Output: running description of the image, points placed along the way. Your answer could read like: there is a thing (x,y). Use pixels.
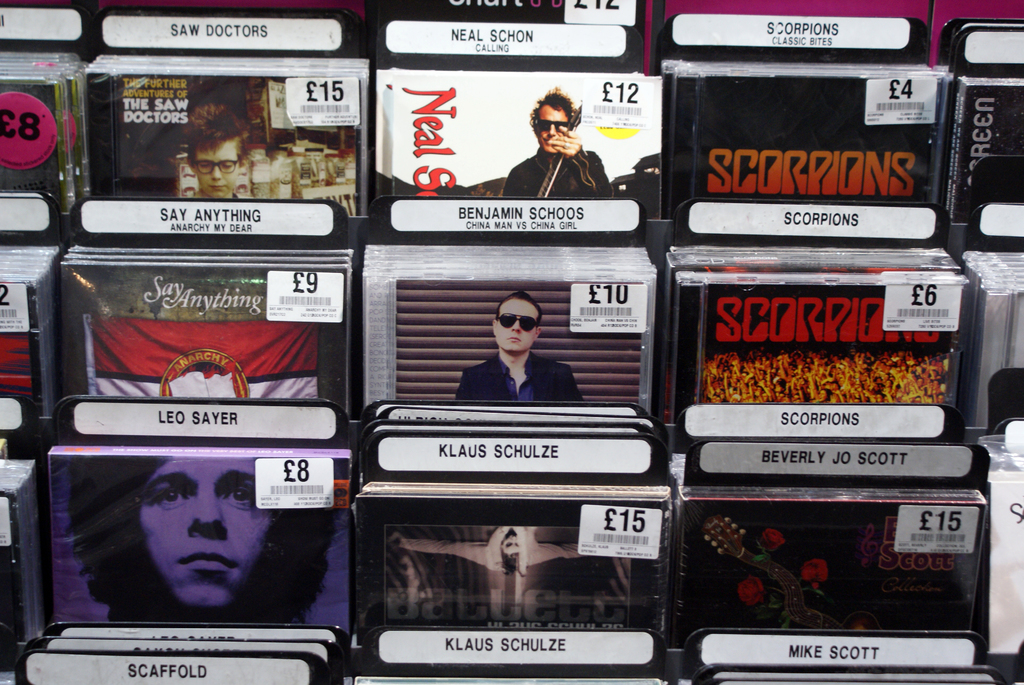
In this image we can see many objects (442,246) placed on the rack (552,213). We can see few people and some text (467,223) on the objects (425,283). There is a barcode (651,545) on few objects (348,560).
